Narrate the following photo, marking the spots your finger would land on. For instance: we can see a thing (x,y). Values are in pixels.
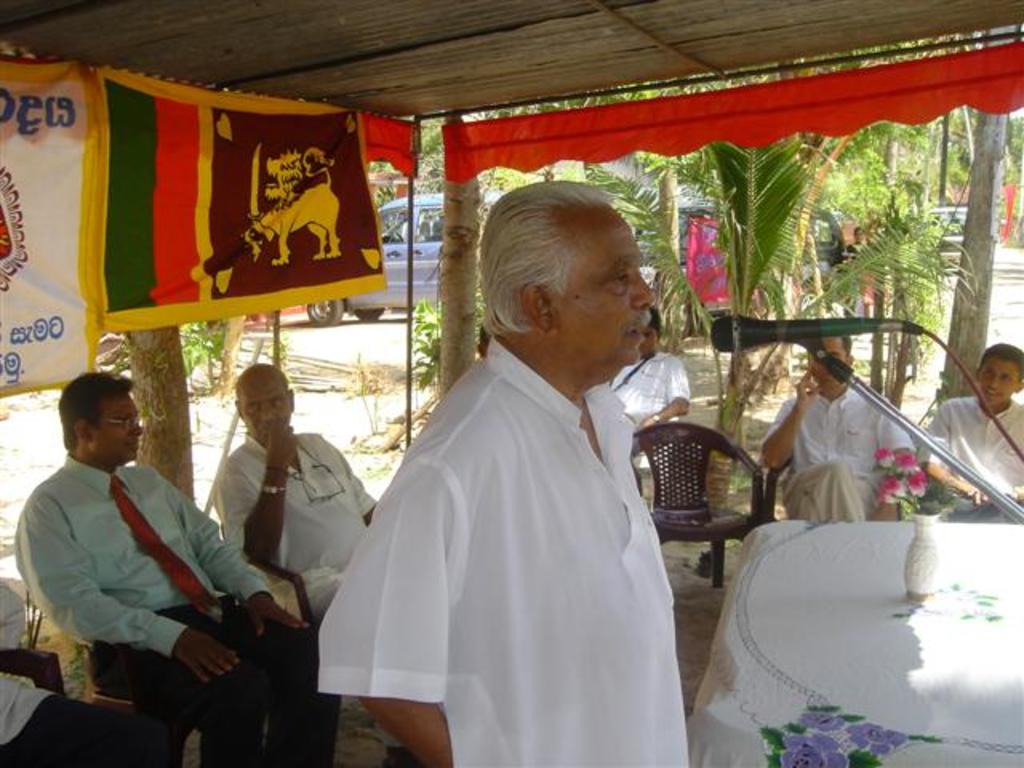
In this image there is a person (489,522) standing and speaking in front of a mic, behind him there are a few other people (243,516) seated in chairs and there is a flower vase (930,537) on the table (847,575), in the background of the image (424,253) there are trees (445,250) and there is a car (413,237) parked and there are flags (252,208) beneath the shed (536,101).
